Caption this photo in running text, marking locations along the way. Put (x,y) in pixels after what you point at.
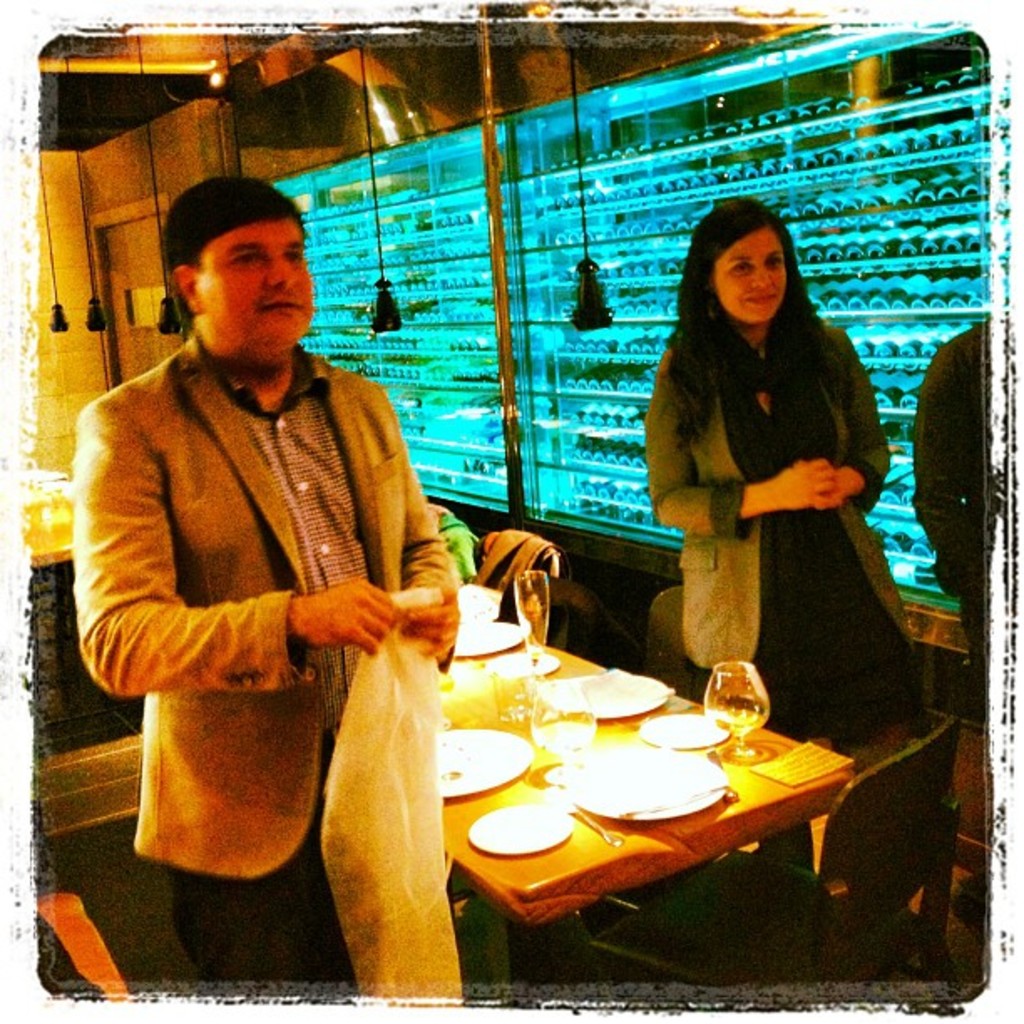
In this picture there is a man (442,651) and a woman (765,498) on either side of the table (491,805) on which plates (636,758), glasses (552,727), tissues (663,772) were placed. In the background (583,401) there is a window (401,221) and a wall (67,180) here.
